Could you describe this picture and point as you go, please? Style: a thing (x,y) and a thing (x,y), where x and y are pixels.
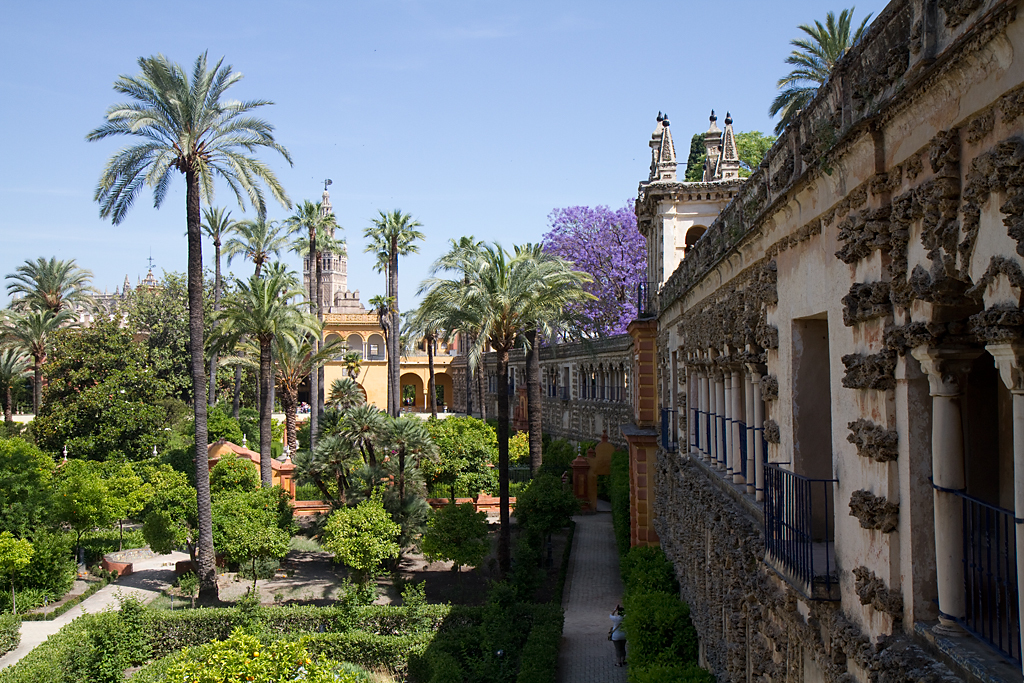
In this image we can see buildings (524,353), there are few trees (343,464), plants (126,625), grass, grills (782,519) and a person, in the background (440,126) we can see the sky (432,99).
